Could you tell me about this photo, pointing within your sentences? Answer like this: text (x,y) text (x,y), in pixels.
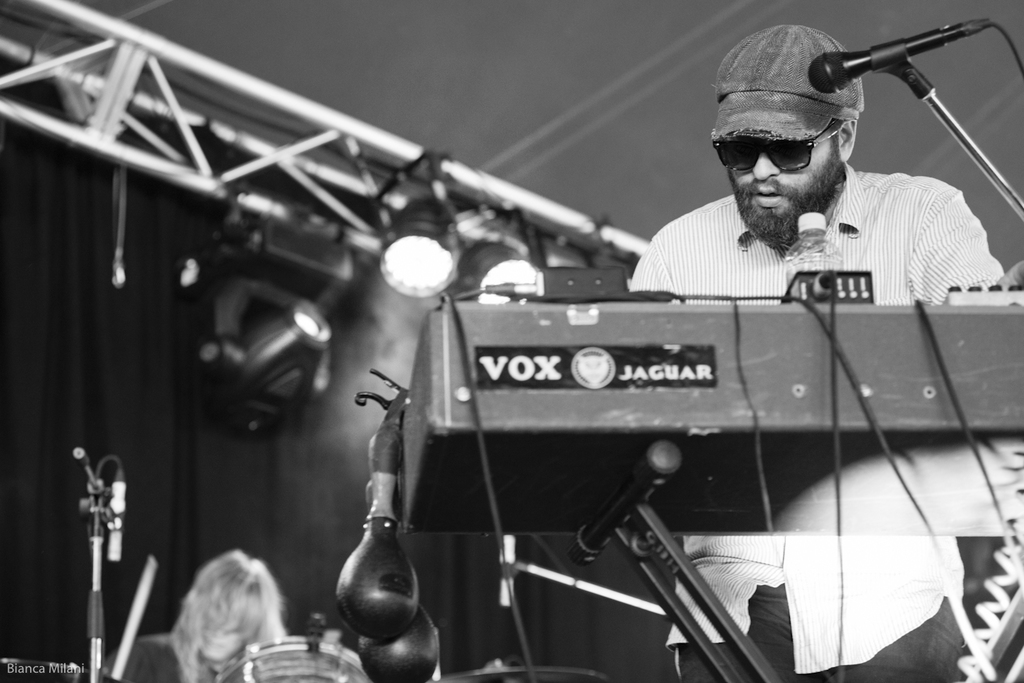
In this picture I can see there is a man (835,537) standing, he has a piano (714,462) in front of him, there is a microphone (844,69) on to right side (839,81) and there is another person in the backdrop (144,613) playing the drum set (251,682) and there is a curtain (151,476) in the backdrop (193,563) and there are lights (285,291) attached to the ceiling (975,107) and the person (765,197) playing the piano (774,333) is having beard (777,212), mustache (773,192) and he is wearing a cap (798,124) and glasses (800,160).
